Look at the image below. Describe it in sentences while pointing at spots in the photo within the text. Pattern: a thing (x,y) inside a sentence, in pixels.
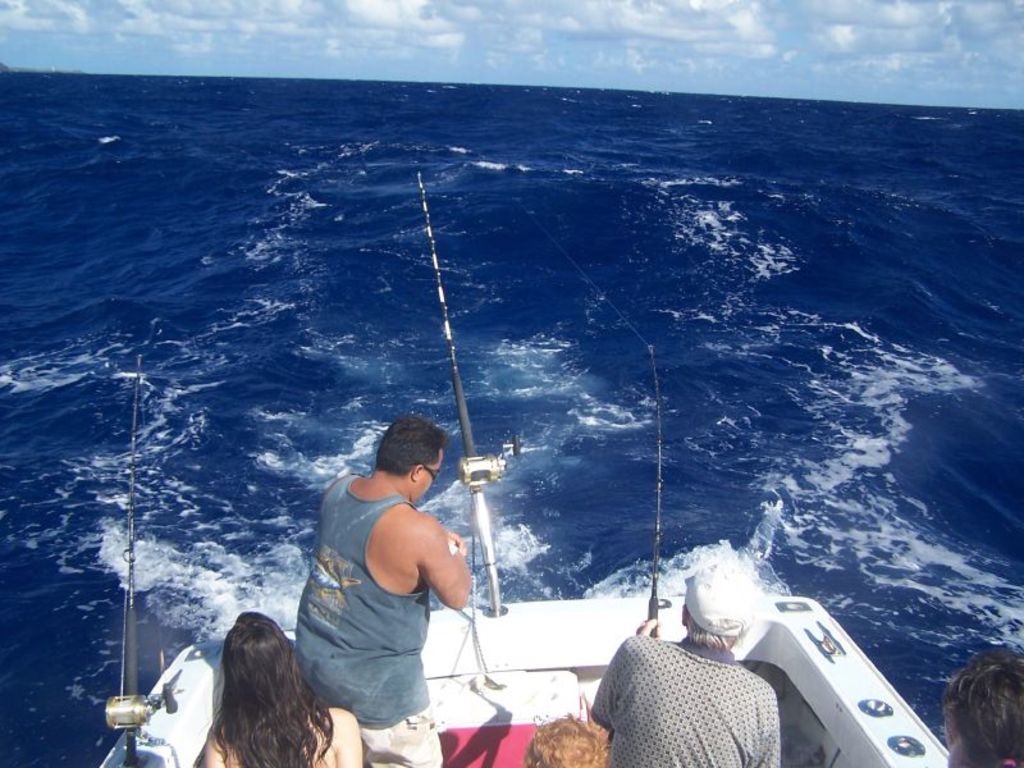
In this image I can see five people (993,711) standing in a boat (747,643) facing towards the back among them one person (698,660) is holding a fishing rod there are two more fishing rods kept on the edge of the boat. I can see the sea (415,229) in the center of the image (576,380). At the top of the image (739,44) I can see the sky (533,65).
